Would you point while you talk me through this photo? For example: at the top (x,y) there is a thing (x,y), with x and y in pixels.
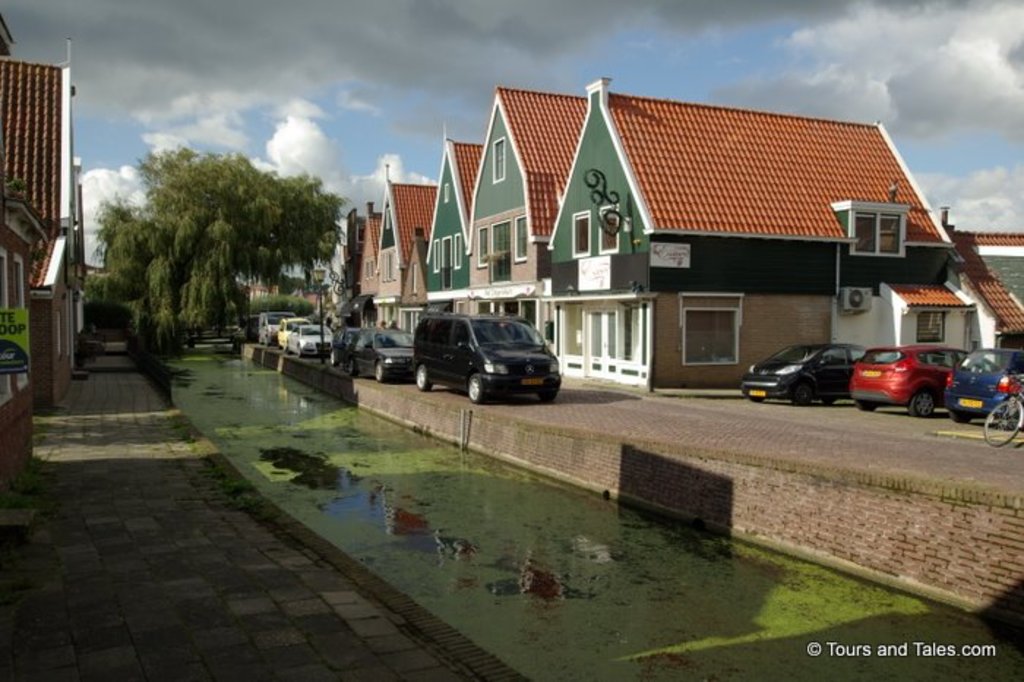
In this image there are some buildings (633,267) on the right side of this image (748,228) and left side of this image (33,299) as well. There are some vehicles (427,352) in middle of this image (417,377) and right side of this image (837,388). There is a cloudy sky (425,72) on the top of this image (345,73). There are some trees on the left side of this image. There is a pond (389,506) in the bottom of this image (501,558).
